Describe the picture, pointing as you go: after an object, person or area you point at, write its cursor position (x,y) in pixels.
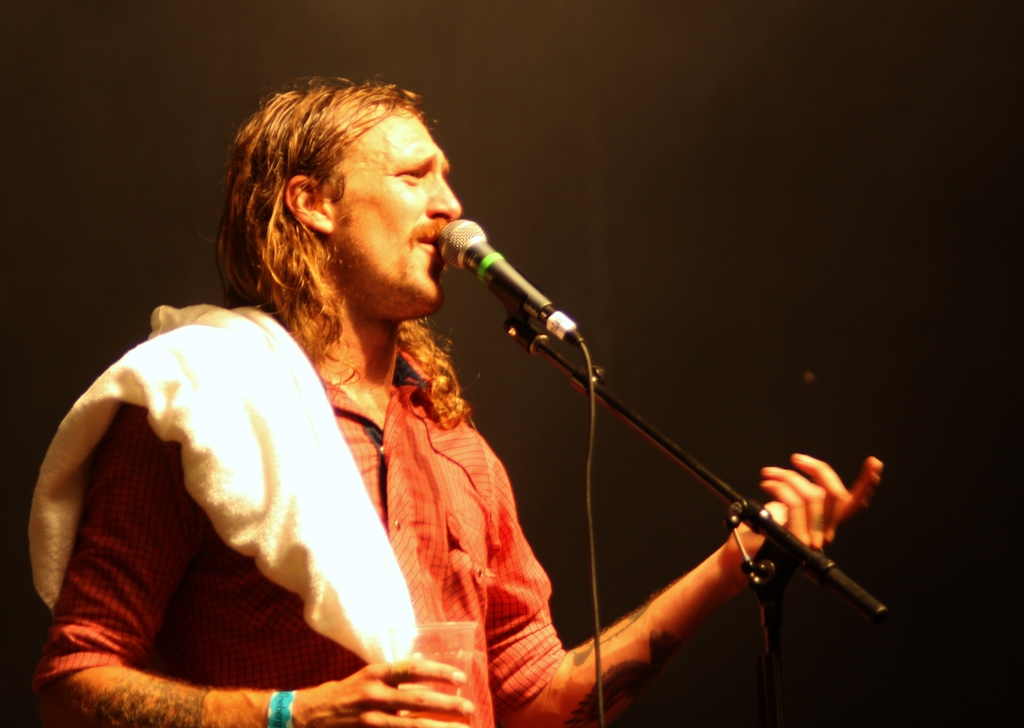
Background (810,145) portion of the picture is completely dark. In this picture we can see a man (463,508) wearing shirt (461,522), holding a glass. We can see a white cloth (255,358) on his shoulder (237,399). We can see a microphone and a stand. It seems like he is talking.
